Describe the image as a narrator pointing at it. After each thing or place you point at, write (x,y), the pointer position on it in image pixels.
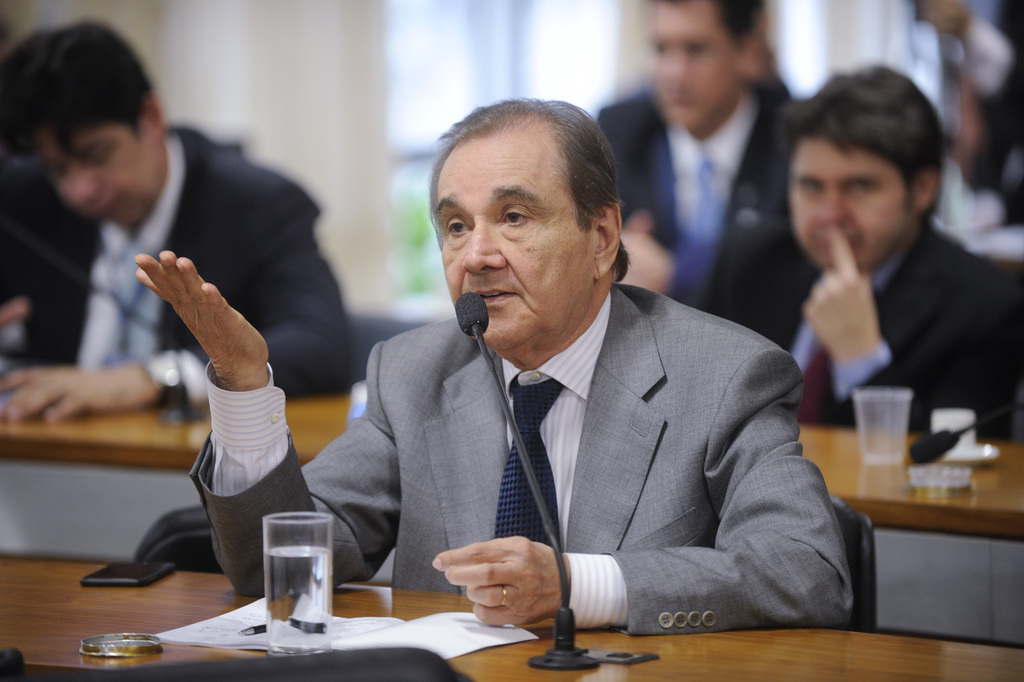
In this image there is a man (605,486) sitting in the chair (866,537). In front of him there is a table (591,628) on which there is a mic (473,308), glass (310,576) and a paper (342,617) on which there is a pen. In the background (83,115) there are few other people (728,63) who are sitting in front of the tables (109,414). In the background (300,59) there is a building (408,54) with the windows (475,49).
